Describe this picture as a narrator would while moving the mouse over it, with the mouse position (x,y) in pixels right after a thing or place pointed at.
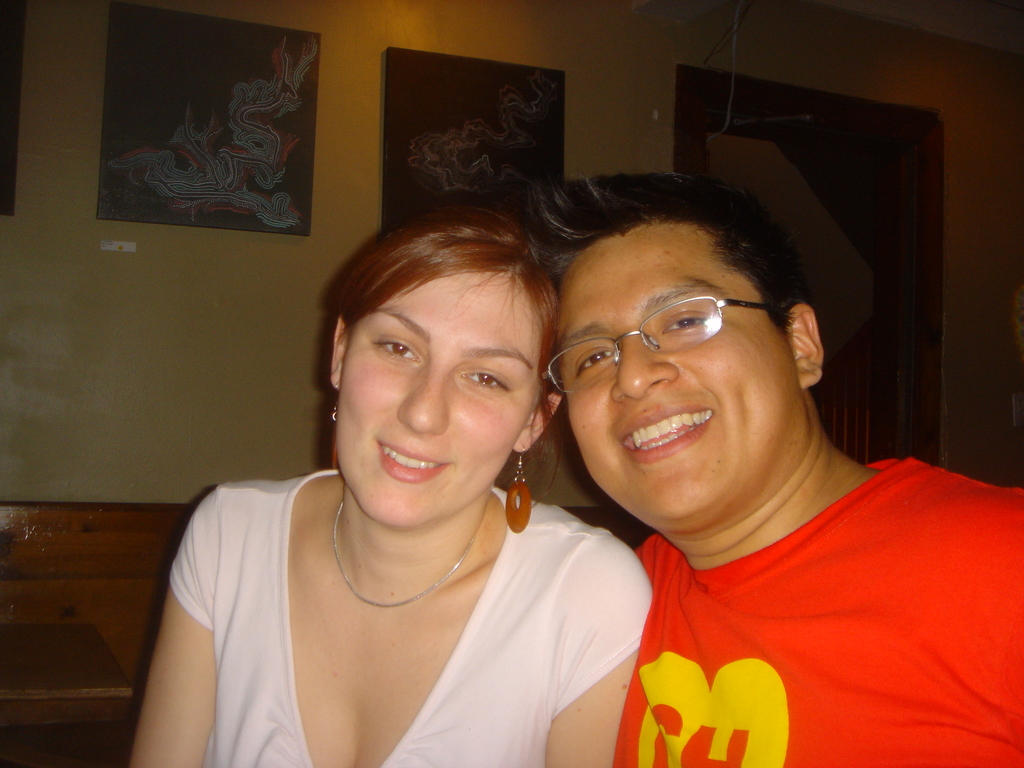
In this image in the foreground (677,498) there is one man (689,576) and one woman (455,316) who are smiling, and in the background (420,173) there are some photo frames (194,169) on the wall (59,484) and there is a wooden table (78,627) and wall (171,270).
